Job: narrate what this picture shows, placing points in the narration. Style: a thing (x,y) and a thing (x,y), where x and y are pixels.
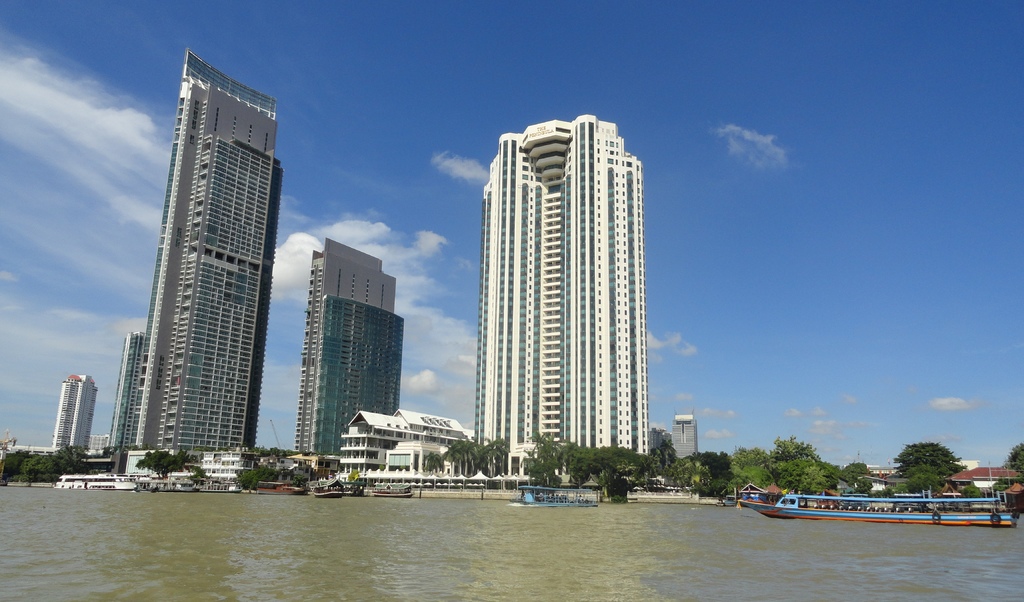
At the bottom (228,582), we see water (220,571) and this water (200,572) might be in the river (222,534). We see the boats (109,486) and the ships (555,502) are sailing on the water (820,528). In the middle (612,399), we see the trees (469,452) and the buildings (406,463). There are trees (798,471) and the buildings (976,475) in the background (789,454). At the top (475,105), we see the clouds (412,241) and the sky (820,193), which is blue in color.
